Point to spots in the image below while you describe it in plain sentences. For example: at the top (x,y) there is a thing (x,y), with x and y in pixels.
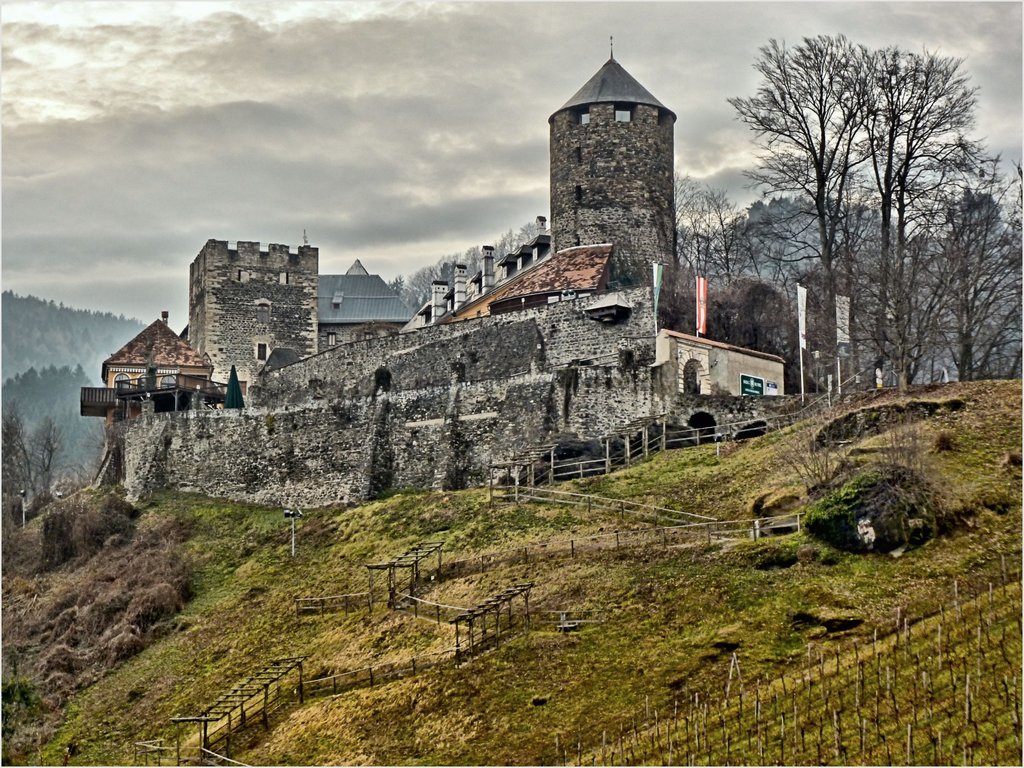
This is a building (471,293), which is on a hill (426,497). I think this is the pathway (272,707). I can see the trees (843,281) and plants (863,491). This is the grass (203,597). These are the clouds (305,133) in the sky (388,127). I can see the boards (699,311) attached to the poles (654,328).
